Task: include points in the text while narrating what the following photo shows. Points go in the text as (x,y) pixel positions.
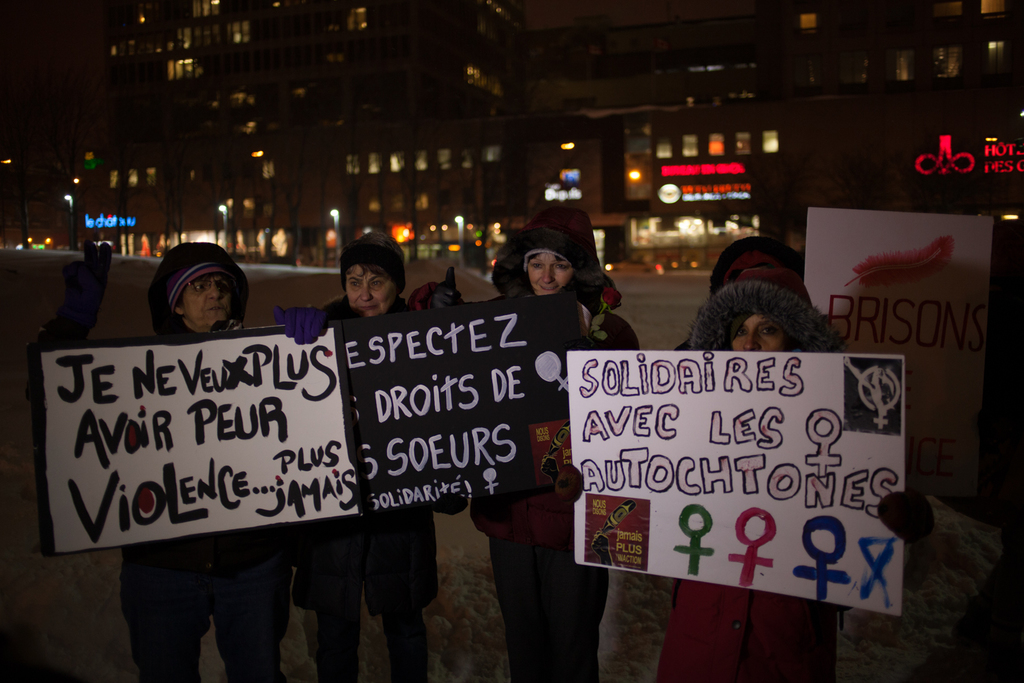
In this image, there are a few people (320,554) holding posters (590,421) with some text (383,394) written. We can see the ground (146,275). There are a few buildings (499,183). There are a few trees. We can see some poles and lights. We can see the sky (85,78).
